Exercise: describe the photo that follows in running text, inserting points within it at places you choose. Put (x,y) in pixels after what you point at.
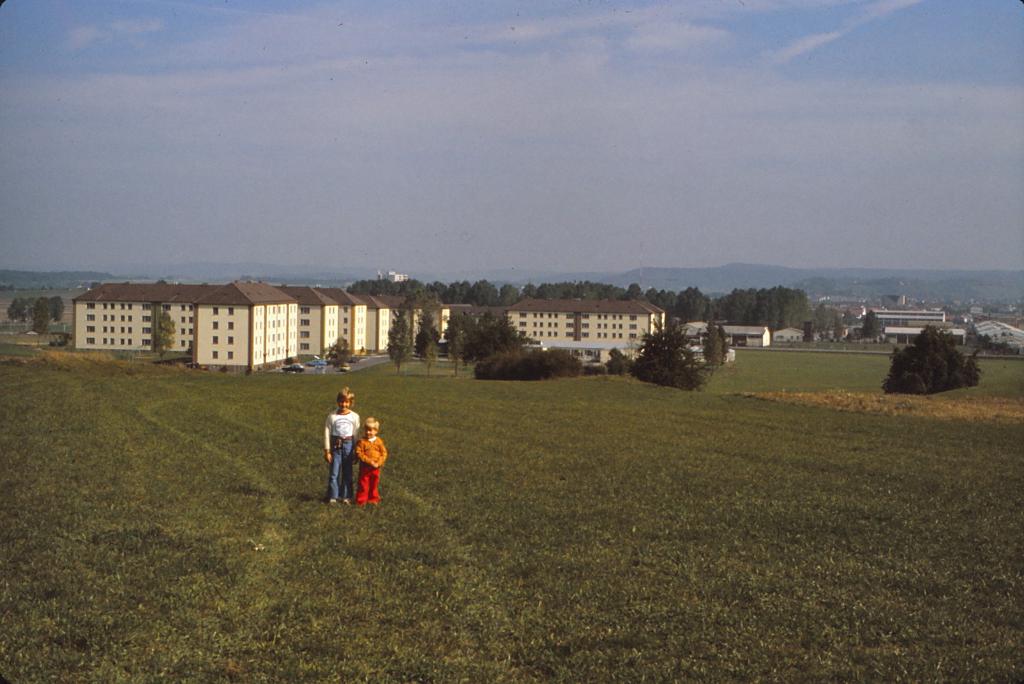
In this image, we can see two kids (383,456) standing and wearing clothes (340,438). There are some buildings (352,313) and trees (765,309) in the middle of the image (478,289). In the background of the image (446,248), there is a sky (353,228).
